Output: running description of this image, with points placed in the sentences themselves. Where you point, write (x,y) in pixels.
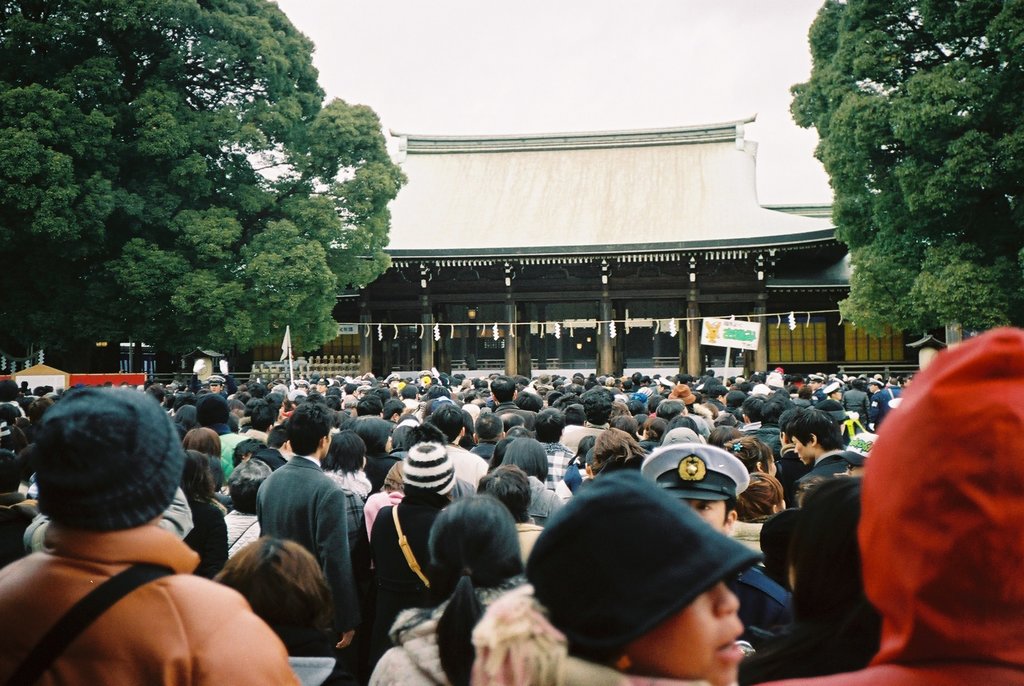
In this image I see number of people (287,414) and I see a building (462,251) over here and I see the trees (204,187). In the background (565,113) I see the sky (655,40) and I see a board (726,342) over here on which there is something written and I see a flag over here.
